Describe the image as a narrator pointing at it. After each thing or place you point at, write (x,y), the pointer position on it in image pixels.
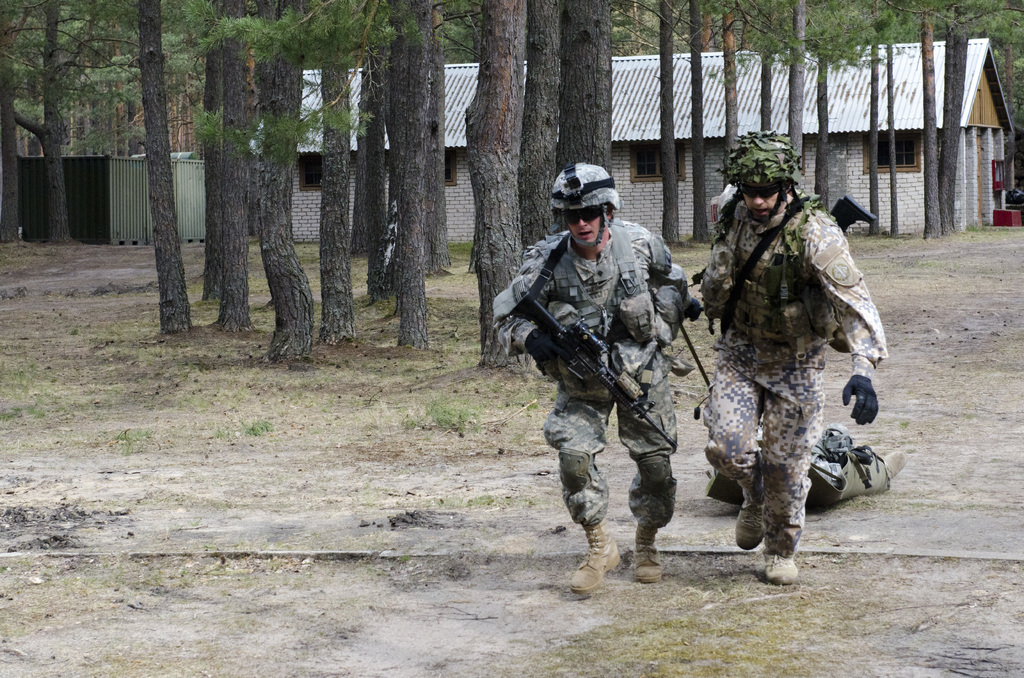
This is an outside view. Here I can see two men (585,279) are wearing uniforms (736,350), holding a gun (564,333) in the hand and dragging a bag (858,479) with hands (684,310) and walking on the ground (476,619). In the background (697,82) there is a house (629,103) and trees (391,101).
